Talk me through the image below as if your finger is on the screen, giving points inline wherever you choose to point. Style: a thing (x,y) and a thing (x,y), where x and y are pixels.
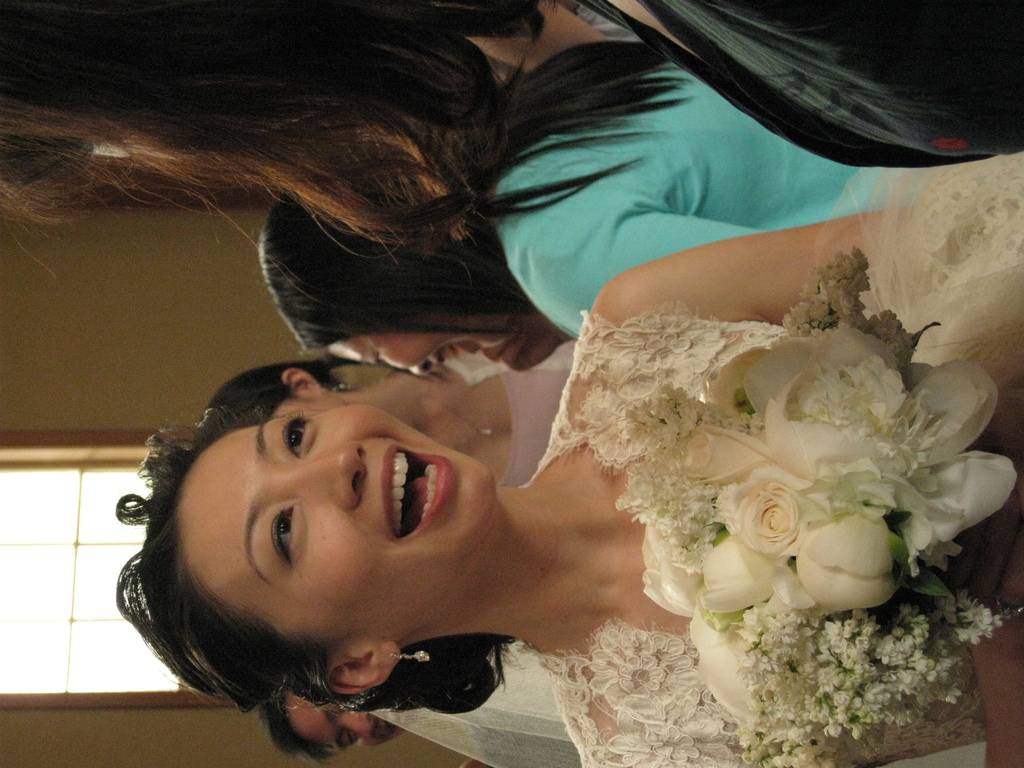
In this image there is one woman (354,557) who is standing and she is holding a flower bouquet (863,523), and in the background (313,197) there are some people (857,168) who are standing. And also on the left side (142,357) there is a wall (140,349) and a window (128,647).
